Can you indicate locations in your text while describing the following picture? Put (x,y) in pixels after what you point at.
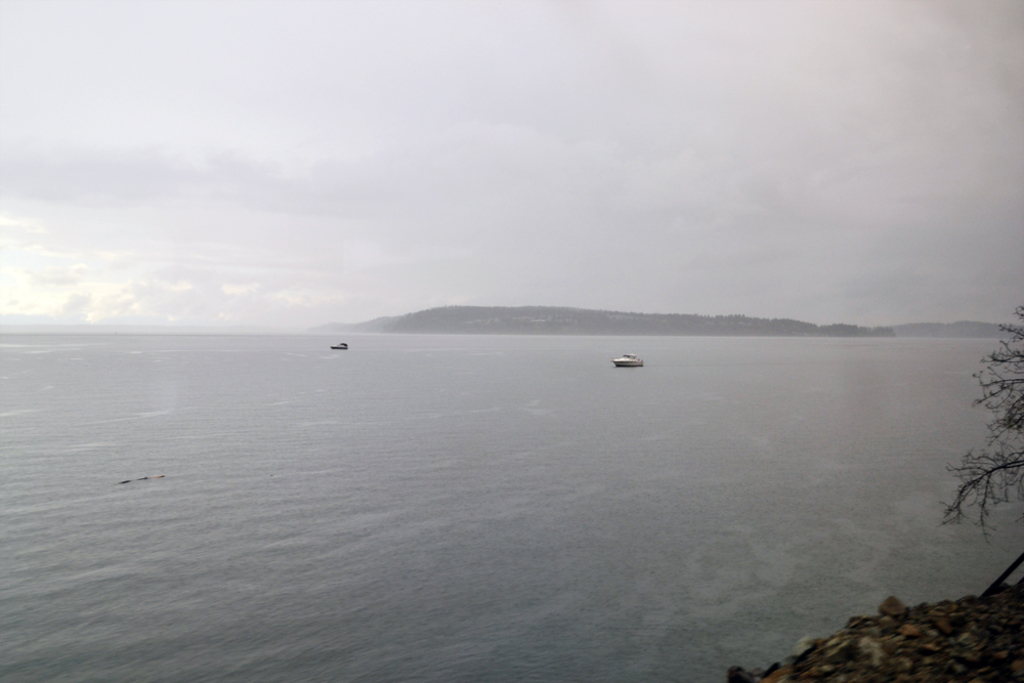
In the center of the image (626,367) we can see two boats (635,357) in the water (435,415). To the right side of the image (1001,343) we can see a tree (1002,446). In the background (465,323), we can see mountains (500,326) and sky (437,267).
